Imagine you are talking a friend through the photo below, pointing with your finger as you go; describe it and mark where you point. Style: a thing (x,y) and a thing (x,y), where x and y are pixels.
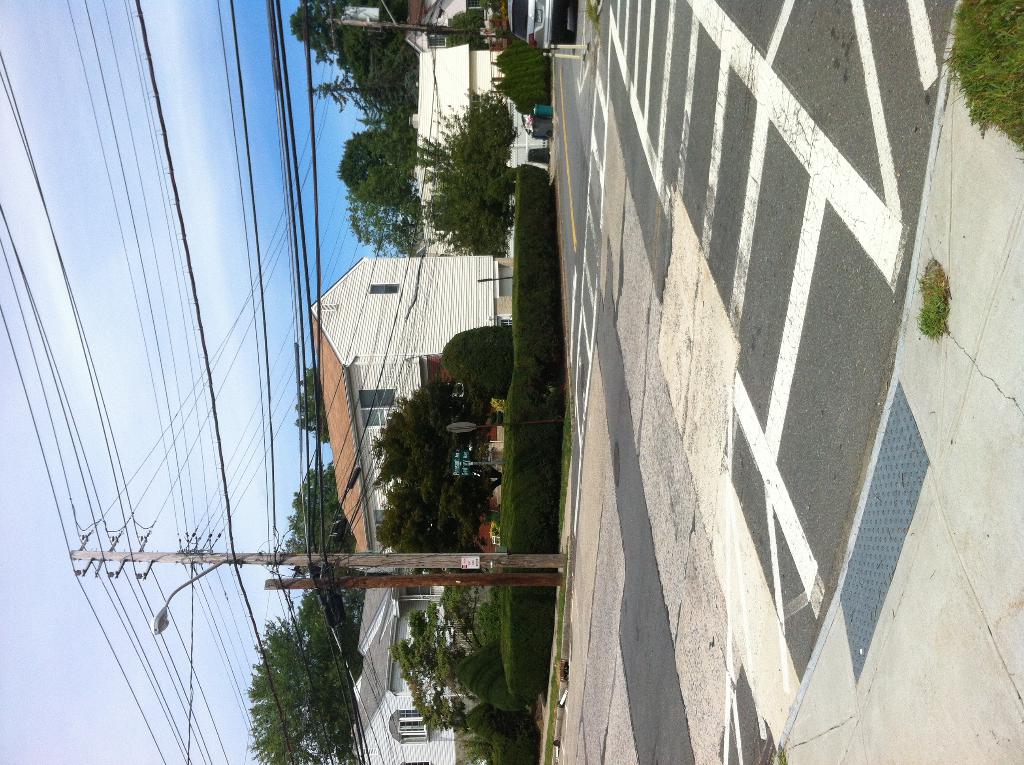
In this image there is the sky (170,223), there are trees (374,72), there are houses (430,132), there is a tree (403,73) truncated towards the top of the image (346,26), there is a tree (339,664) truncated towards the bottom of the image (305,719), there is a house (396,703) truncated towards the bottom of the image (388,748), there are plants (525,241), there are poles (344,561), there is a street light (196,575), there are wires (264,291), there are objects (555,36) truncated towards the top of the image (485,22), there is a plant (979,54) truncated towards the right of the image (986,34), there is the road (570,107).
